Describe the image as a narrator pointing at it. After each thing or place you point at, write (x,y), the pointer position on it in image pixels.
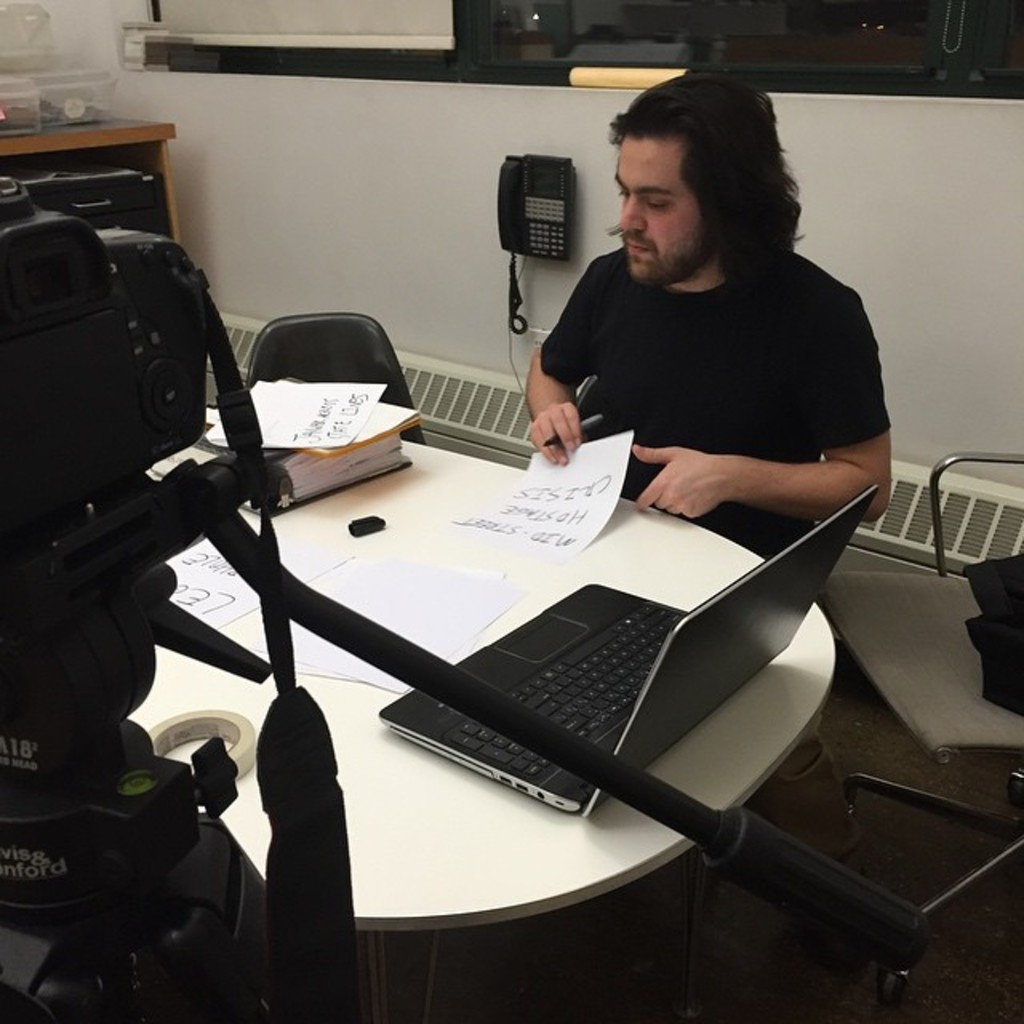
The image is taken in the room (376,562). In the center of the image (665,459) there is man (693,464) sitting and holding a paper (581,503) in his hand (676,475). There is a table (429,531) before him. We can see laptop (474,761), books (307,396) and some papers (313,660) placed on the table (467,875). On the left (93,478) there is a camera (61,499). In the background (530,180) there is a telephone (516,171) attached to the wall (483,215). We can also see a window (529,49).
